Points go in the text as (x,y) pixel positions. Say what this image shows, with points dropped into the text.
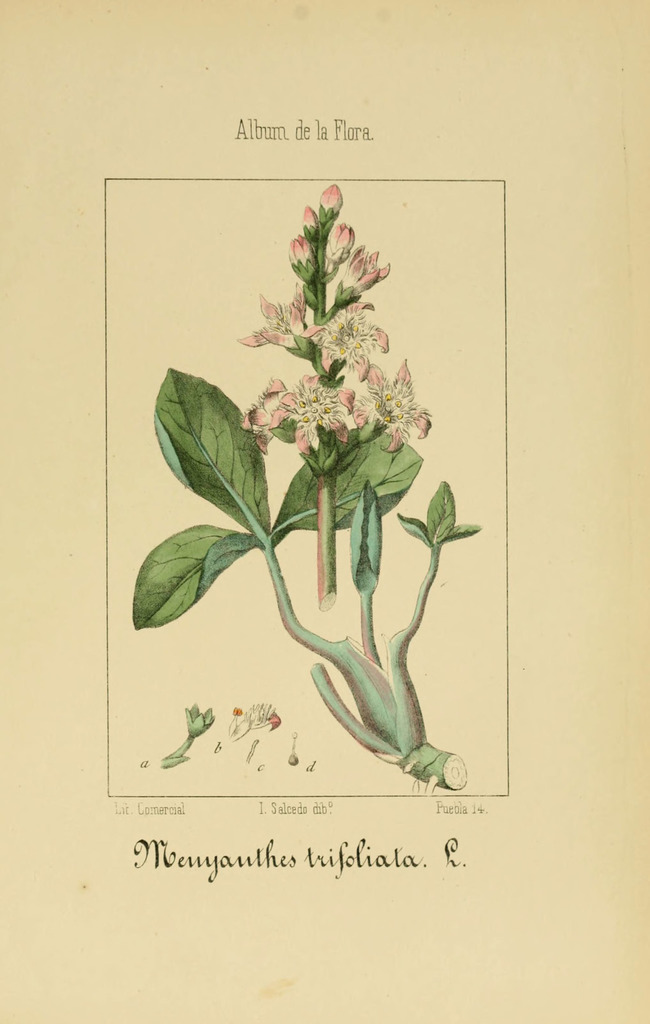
In this picture we can the flowers (294,326), buds (340,237), leaves (347,507) are present. At the bottom of the image (313,858) some text (241,867) is there.
